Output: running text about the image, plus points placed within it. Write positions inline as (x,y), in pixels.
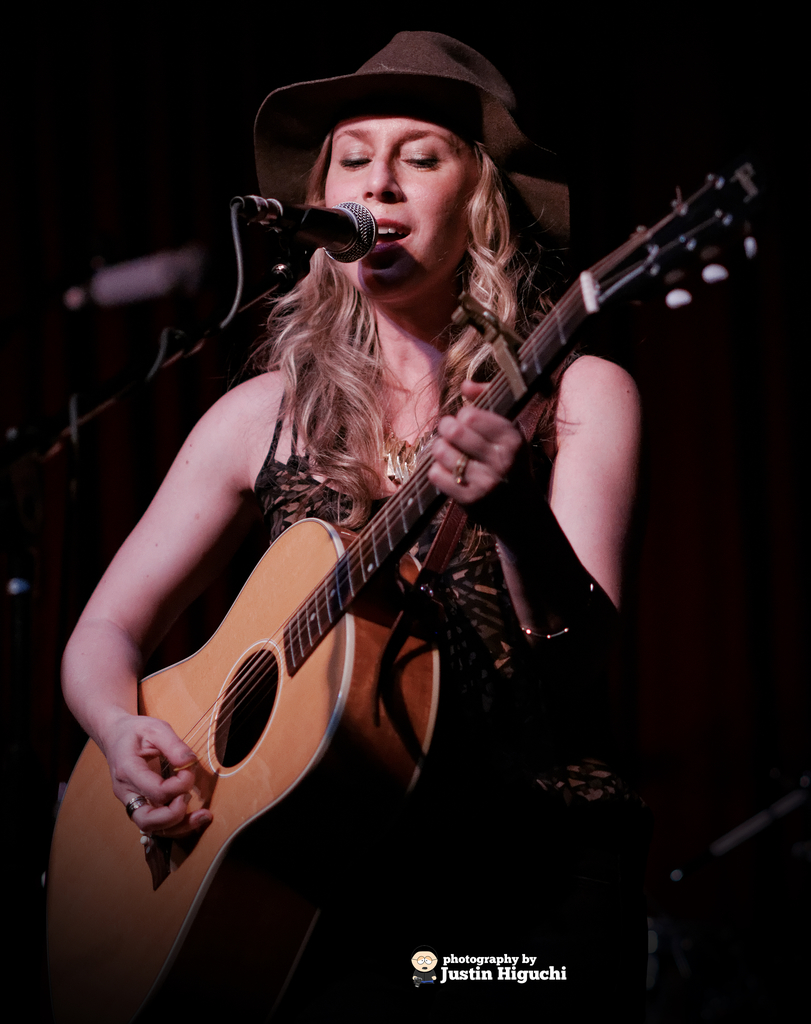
In this image I can see a person (386,480) is in-front of the mic (285,232) and holding the guitar (333,764).
